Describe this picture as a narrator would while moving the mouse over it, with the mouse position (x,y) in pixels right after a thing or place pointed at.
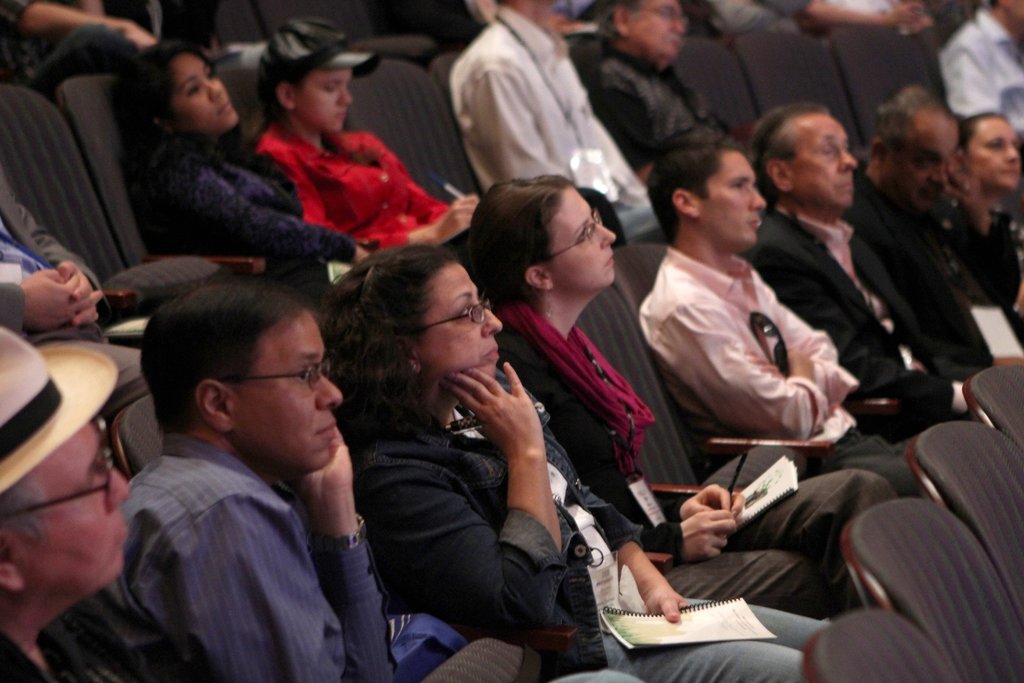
In this image there are persons (455,306) sitting on the chair (665,396) and there are empty chairs (965,657). In the front (608,470) there are persons (599,486) sitting and holding book (626,635) in their hands (713,532).
